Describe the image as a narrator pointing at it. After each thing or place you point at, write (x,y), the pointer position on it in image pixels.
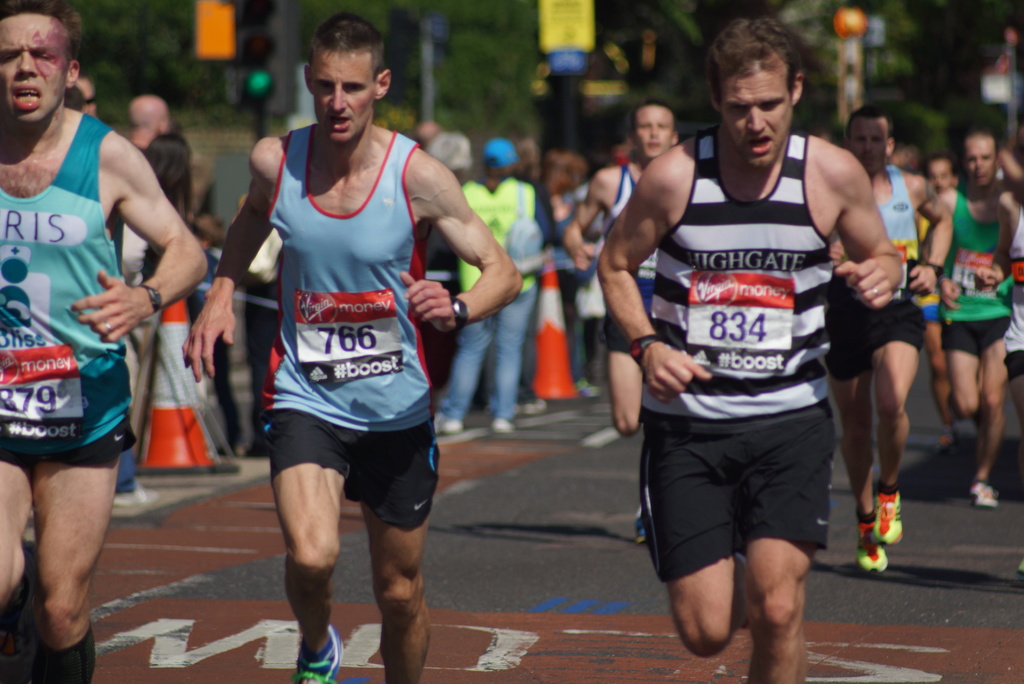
There are people (698,313) running on the road (536,523). In the background (522,128) it is blurry and we can see people (580,325), traffic cones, traffic signal (263,85) and trees (929,38).
